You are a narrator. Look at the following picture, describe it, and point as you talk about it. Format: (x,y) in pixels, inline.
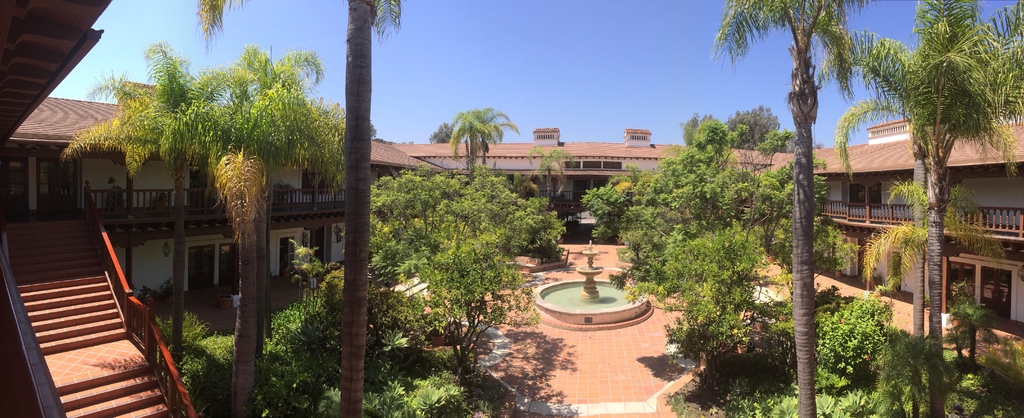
In this picture we can see a fountain (596,321) on the ground (595,334), here we can see a staircase (57,403), buildings (851,151), trees (947,11), fence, house plants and we can see sky (819,133) in the background (835,141).
